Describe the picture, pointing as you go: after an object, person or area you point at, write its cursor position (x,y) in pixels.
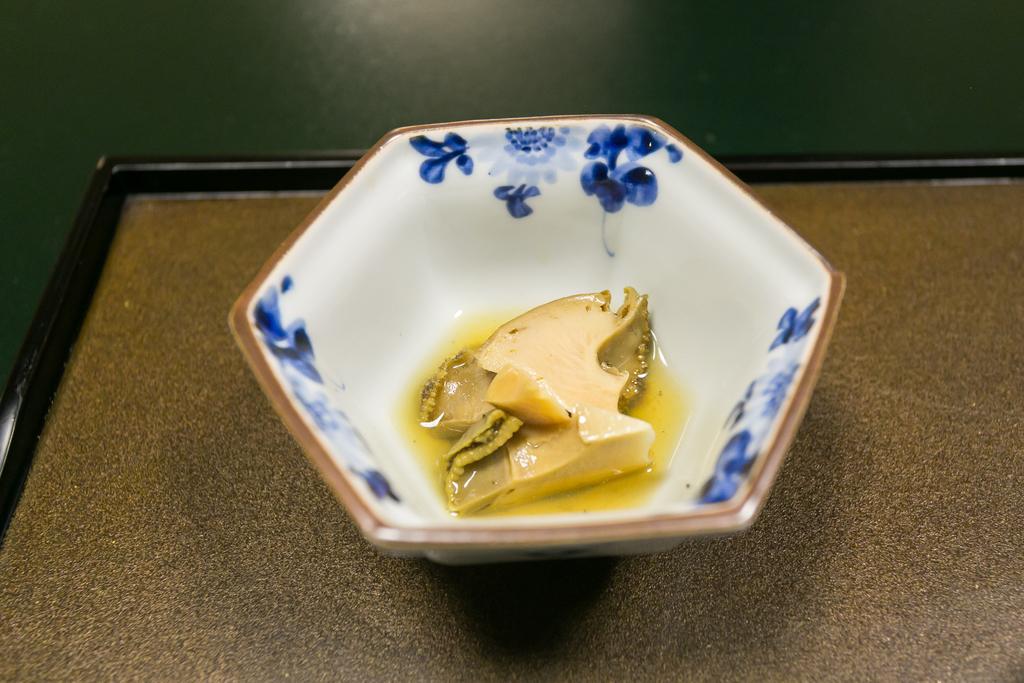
In this picture we can observe a white color bowl (359,337). There is a blue color design (642,150) on this bowl (445,189). We can observe some food (507,400) in this bowl (389,268). This bowl (381,333) is placed on the brown color table (157,480). The background (937,81) is in green color.
